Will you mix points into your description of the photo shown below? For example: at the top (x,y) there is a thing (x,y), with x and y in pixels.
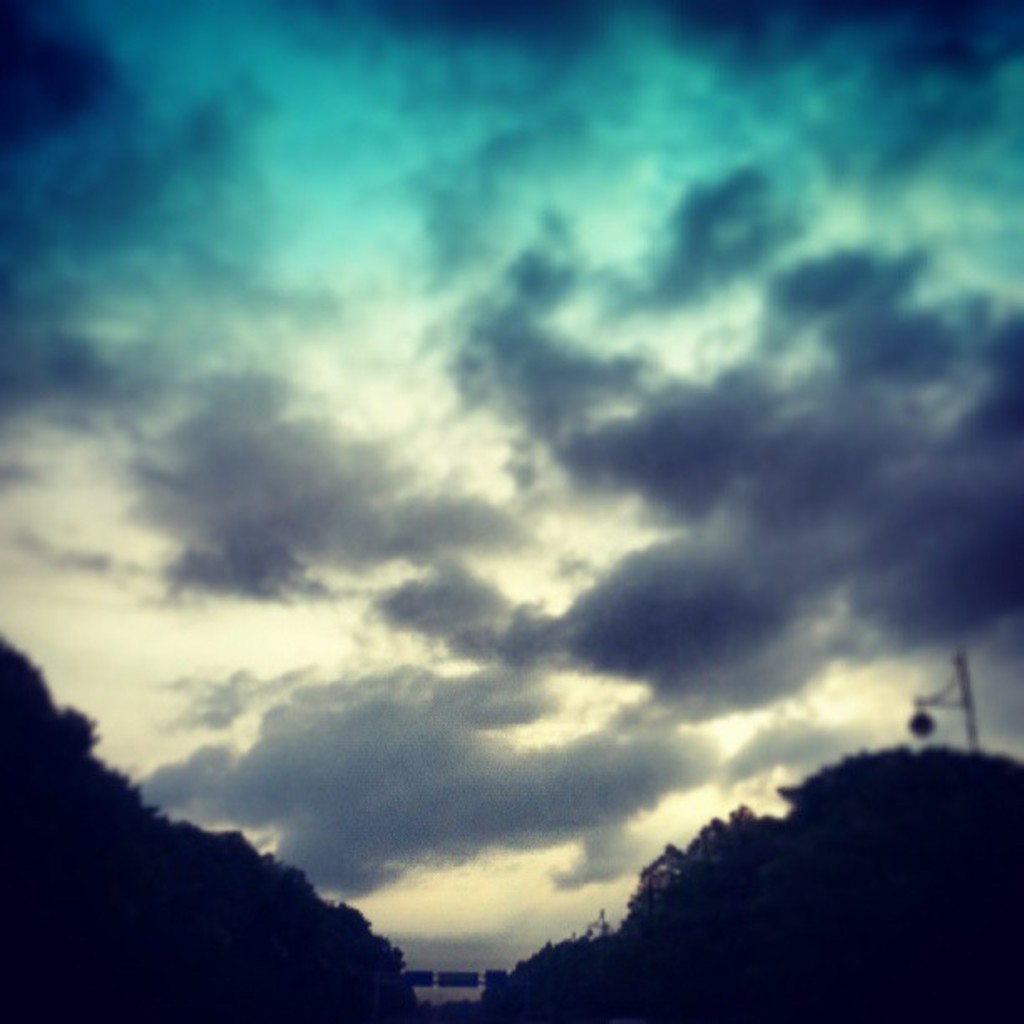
In this image, I can see the clouds (599,513) in the sky (681,531). I think these are the trees (678,945). This looks like a pole (966,740).
